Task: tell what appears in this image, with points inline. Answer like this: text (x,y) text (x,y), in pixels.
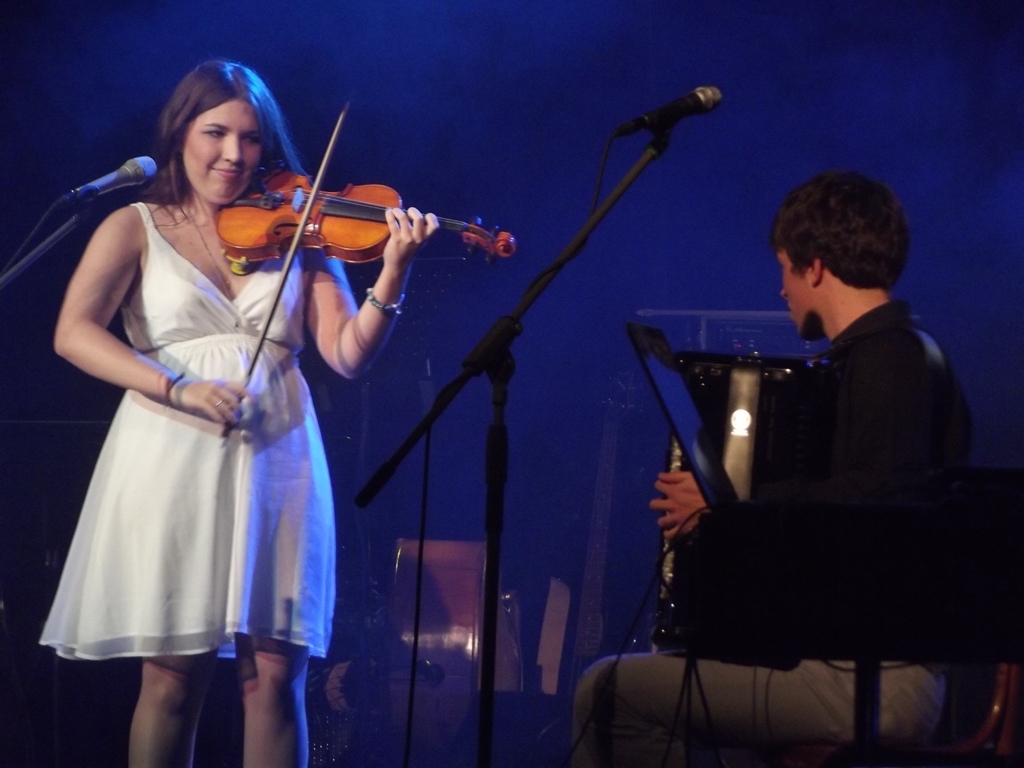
In this image I can see a woman (210,591) playing a musical instrument (324,214). I can also see a man (816,715) over here. I can also see two mics (693,98).
